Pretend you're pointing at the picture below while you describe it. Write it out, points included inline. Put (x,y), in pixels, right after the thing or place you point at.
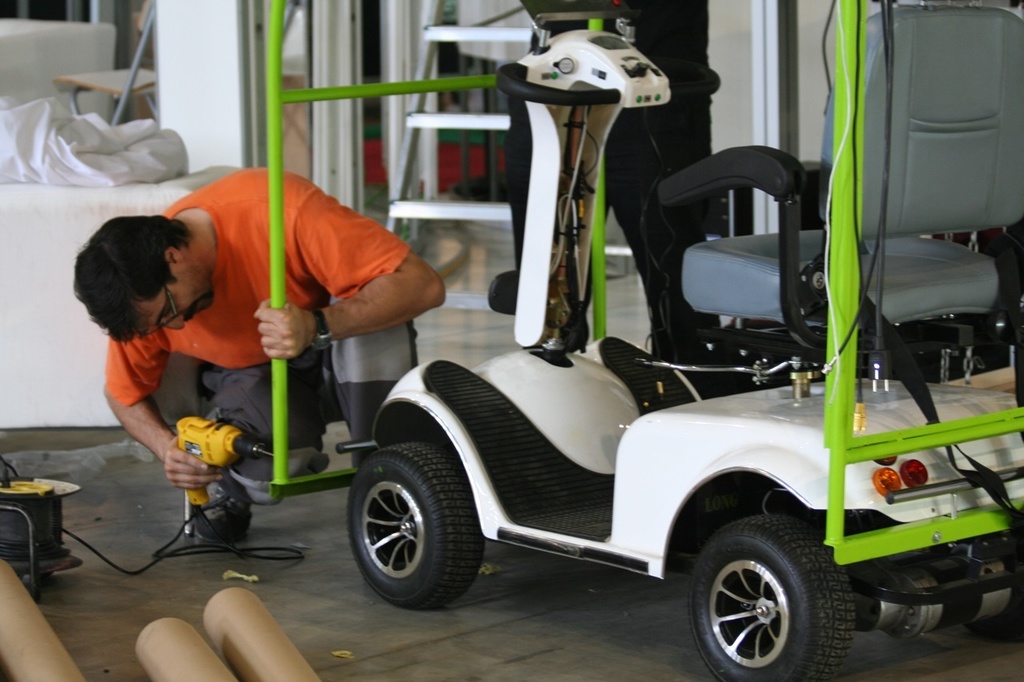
In this picture there is a transit vehicle (981,263) on the right side of the image (726,623), there is a man (321,241) who is repairing it, on the left side of the image (128,357).
